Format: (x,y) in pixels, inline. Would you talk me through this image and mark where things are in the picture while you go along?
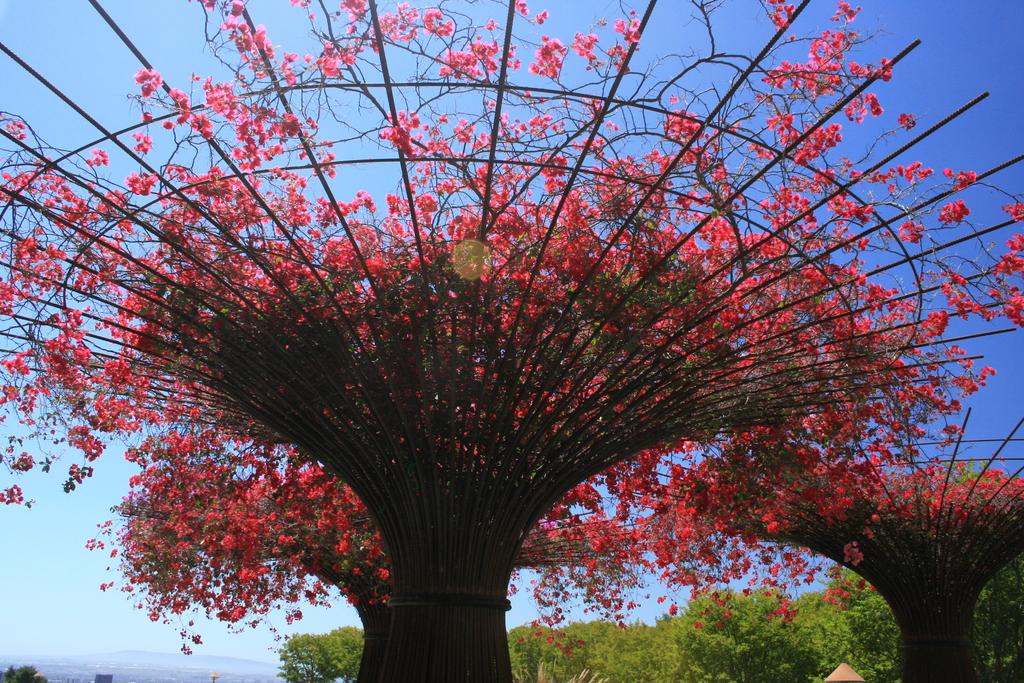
This picture is clicked outside. In the center (461,246) we can see the trees (839,513) and the metal rods (938,566) and flowers (775,435). In the background (55,561) there is a sky (55,561) and the green color trees (590,645).
